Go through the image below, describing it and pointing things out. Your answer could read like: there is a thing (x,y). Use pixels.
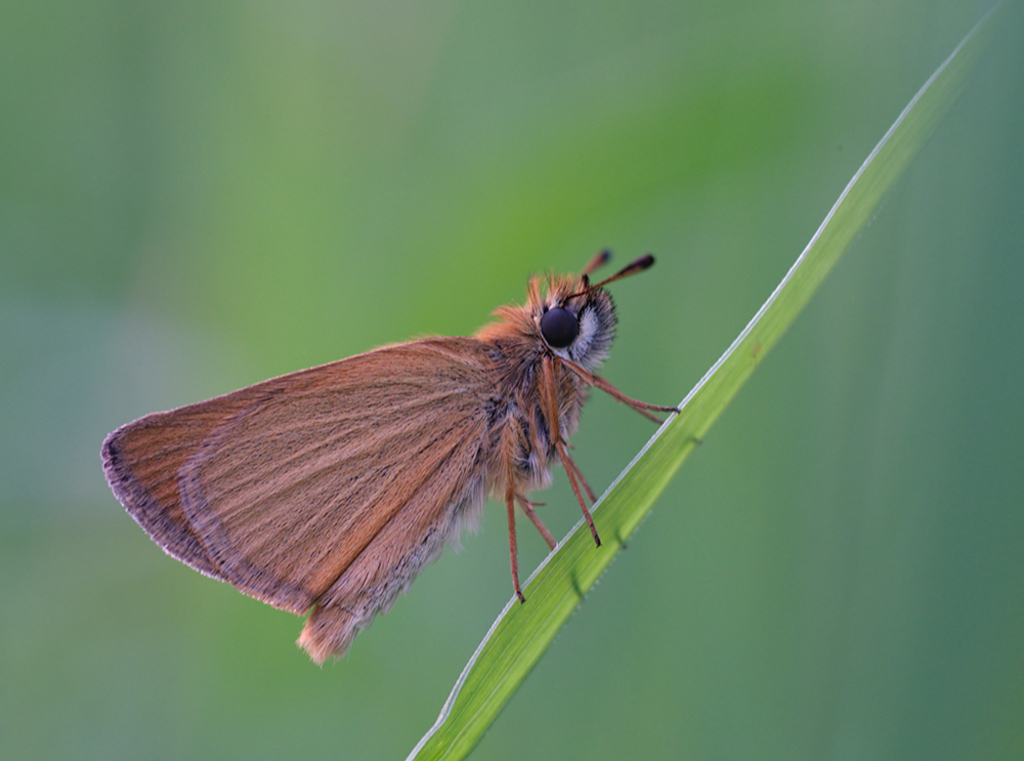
In this image, I can see a butterfly (512,507) standing on a leaf (496,673).
